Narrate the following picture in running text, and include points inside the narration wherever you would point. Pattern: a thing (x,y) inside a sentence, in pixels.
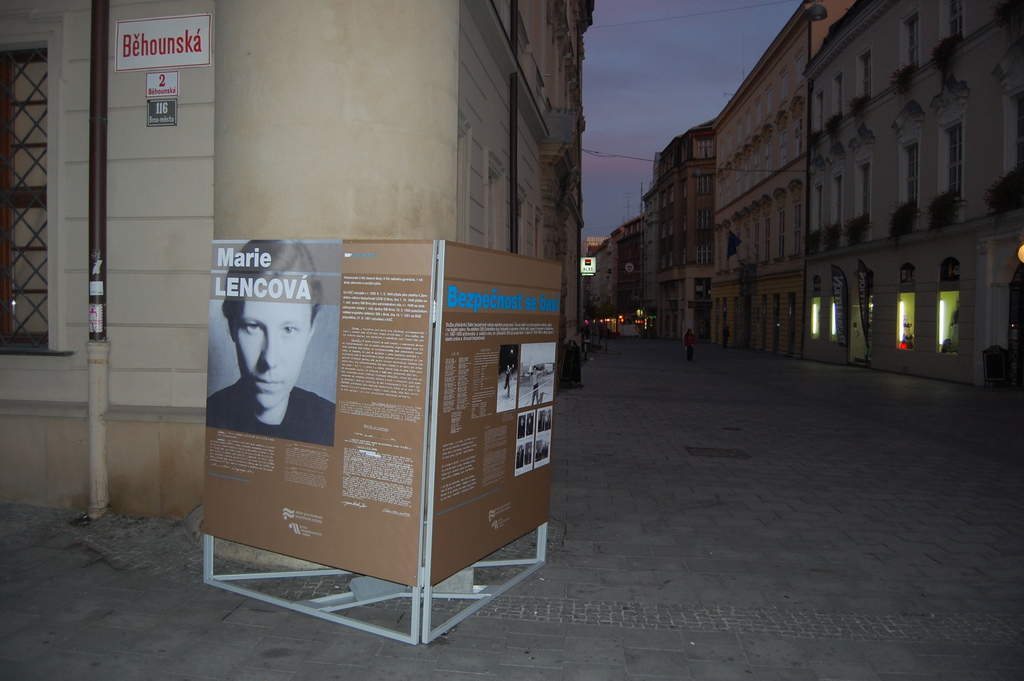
In this picture we can see two boards (450,421) in the front (406,407), there are pictures (528,389) and some text (456,355) on these boards (340,364), on the right side (789,176) and left side (140,136) there are buildings (563,154), we can see a pipe (93,180) and boards (166,49) on the left side (159,61), there is the sky (667,54) at the top of the picture (667,54).
